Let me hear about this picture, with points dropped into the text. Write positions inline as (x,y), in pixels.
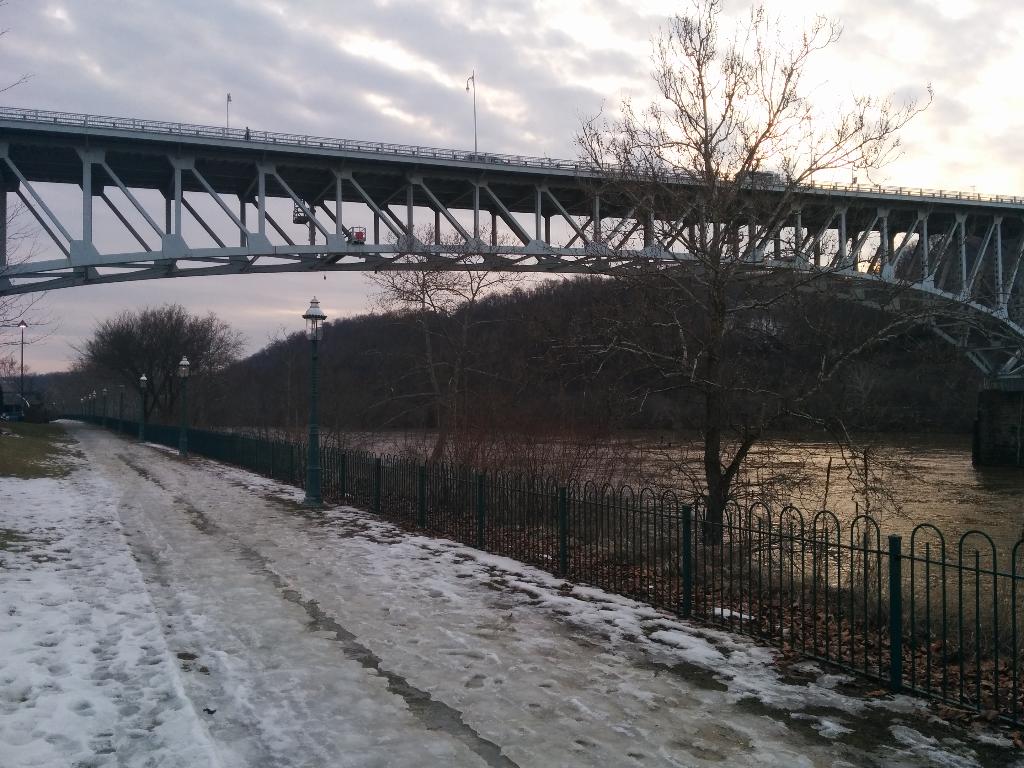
In this picture we can see a bridge (504,196), at the bottom (189,716) there is snow (189,696), on the right side (692,541) we can see railing (738,558), trees (726,397) and water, there are some poles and lights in the middle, we can see the sky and clouds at the top of the picture (677,2).
